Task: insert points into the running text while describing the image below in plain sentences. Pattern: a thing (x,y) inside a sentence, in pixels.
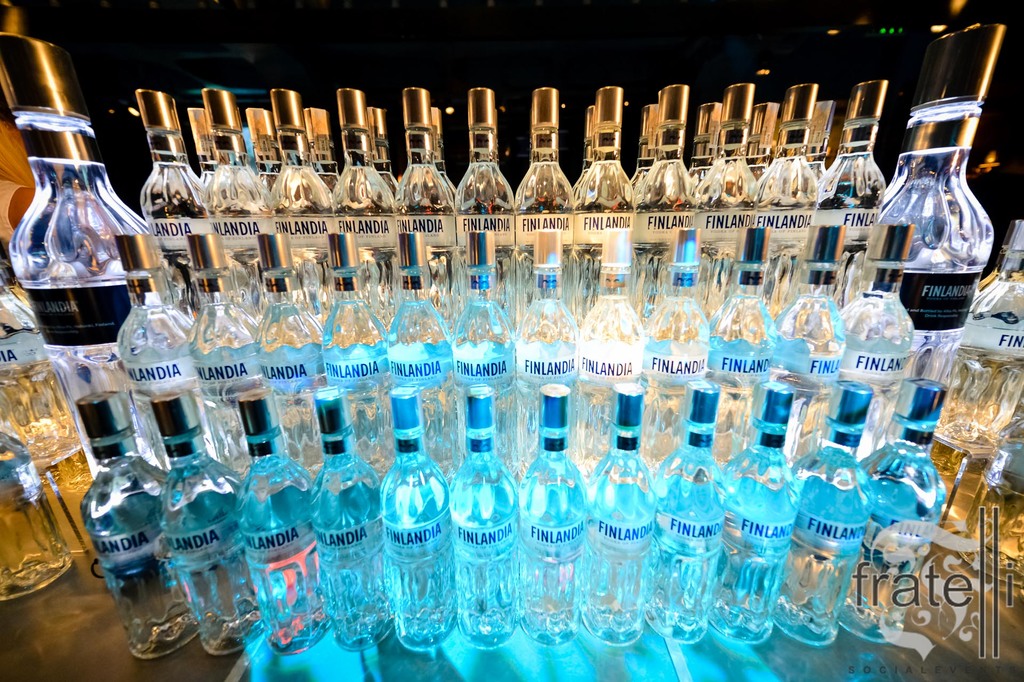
In this picture we can see some bottles (65,128).
